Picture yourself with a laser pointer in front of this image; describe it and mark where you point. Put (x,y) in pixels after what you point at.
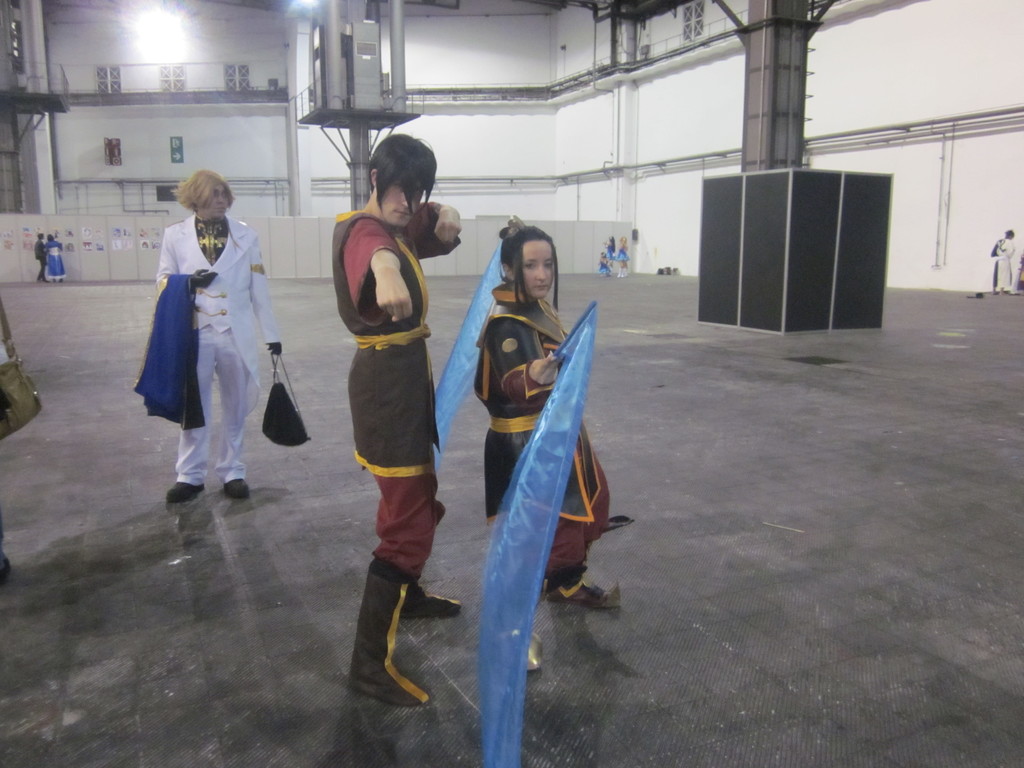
In this image we can see there are three people (514,364) standing and among them two are holding objects (443,380). In the background (489,125) we can see there are people (41,279), walls (3,247) and objects (26,177).
